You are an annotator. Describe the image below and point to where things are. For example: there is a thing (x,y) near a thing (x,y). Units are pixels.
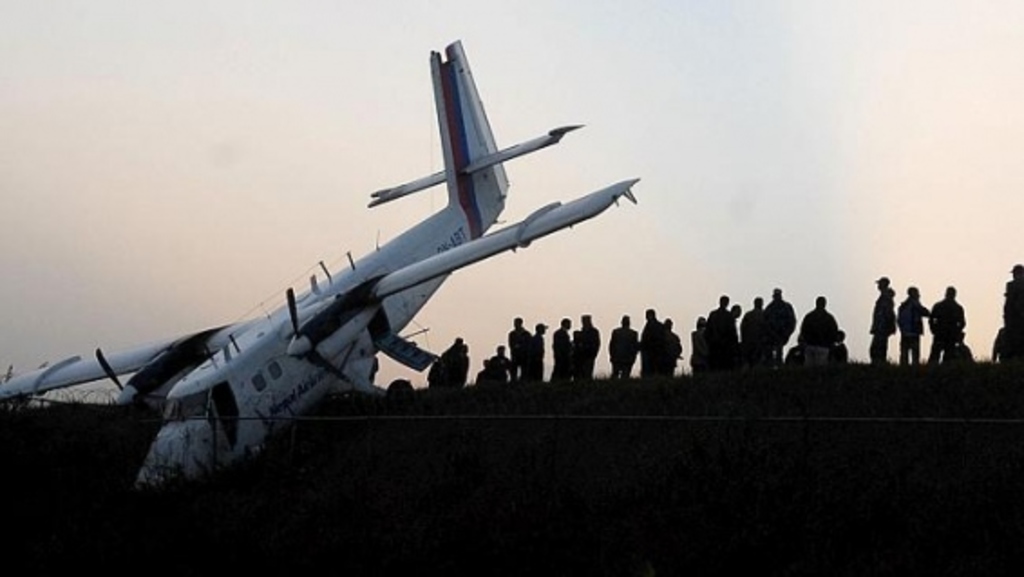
In this picture I can see a aircraft (341,368) crashed and few people (726,369) standing and I can see sky (625,160).
